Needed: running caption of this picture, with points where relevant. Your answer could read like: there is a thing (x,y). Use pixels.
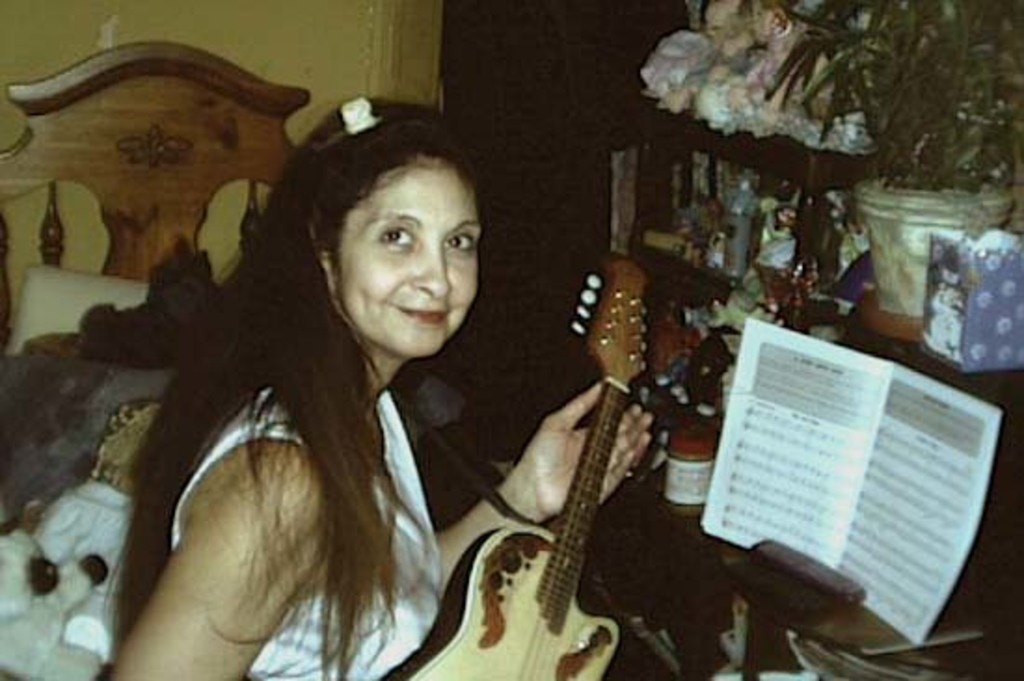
This picture shows a woman (345,558) playing a guitar (531,633) sitting on the chair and smiling. In front of her there is a notebook (817,488) which is placed on the table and some plant (916,153) here. In the background (269,26) there is a wall (229,27).
